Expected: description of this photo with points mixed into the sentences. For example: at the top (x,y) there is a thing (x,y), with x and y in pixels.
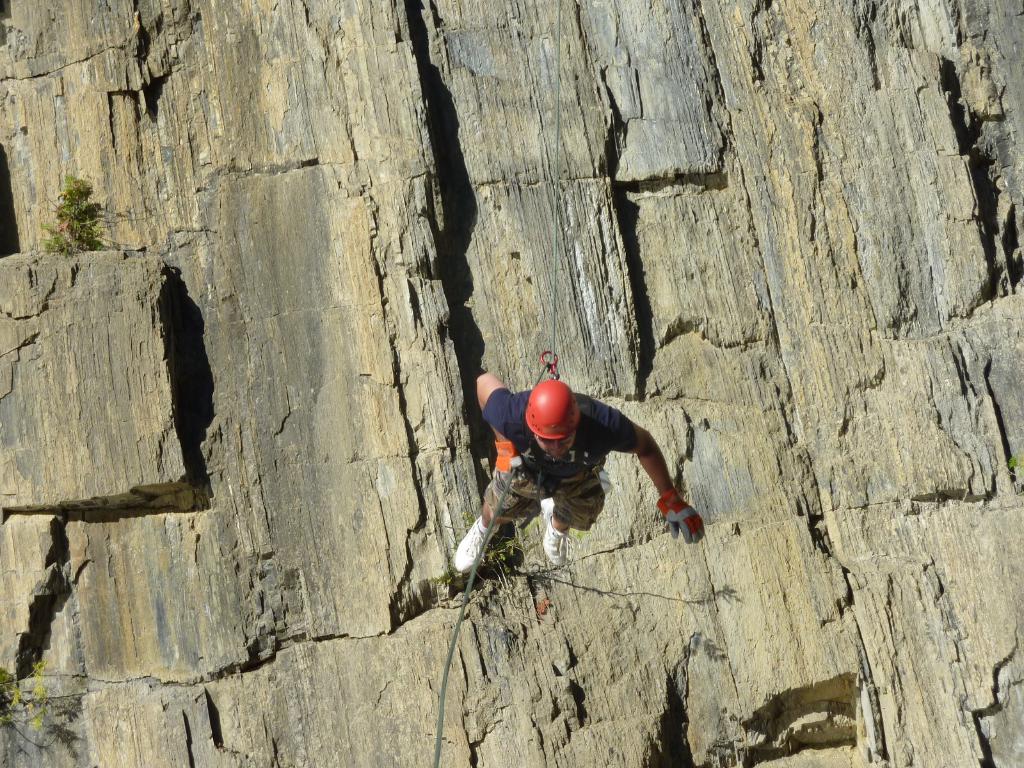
In the picture there is a man (591,505) climbing the rock (533,584). A rope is tied to the waist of a man (547,520).
